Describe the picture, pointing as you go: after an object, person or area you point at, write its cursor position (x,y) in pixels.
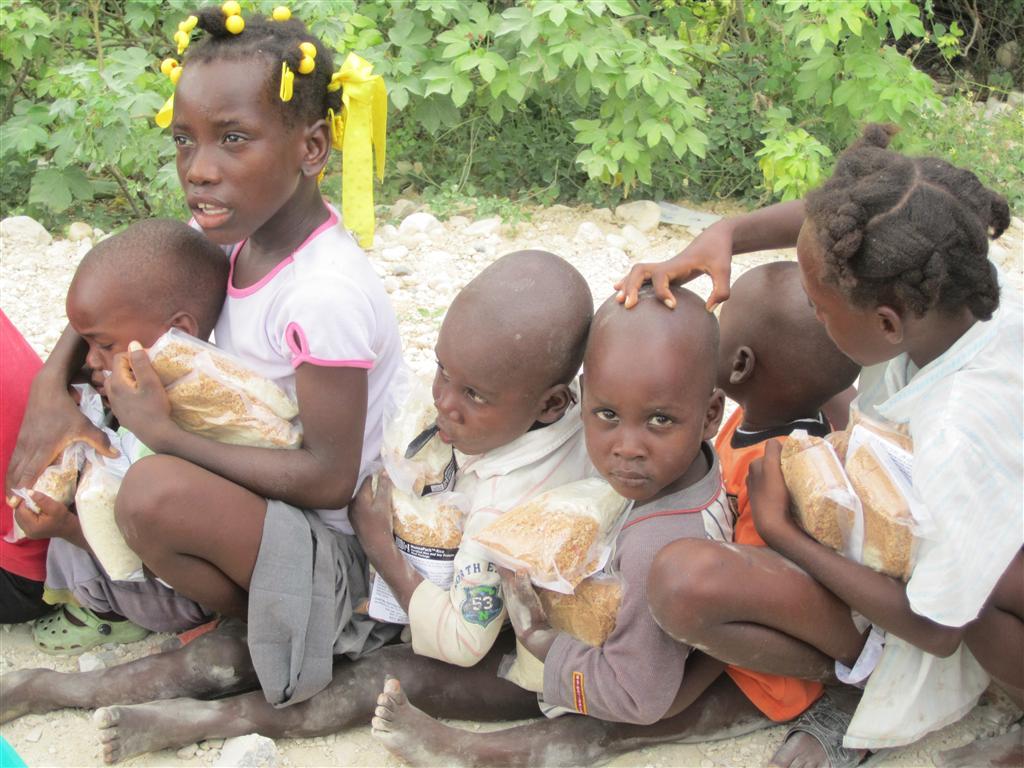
In this image we can see few children (435,714) are sitting on the ground (727,761) and they are holding packets (491,543). In the background (14,121) we can see plants (857,123).
